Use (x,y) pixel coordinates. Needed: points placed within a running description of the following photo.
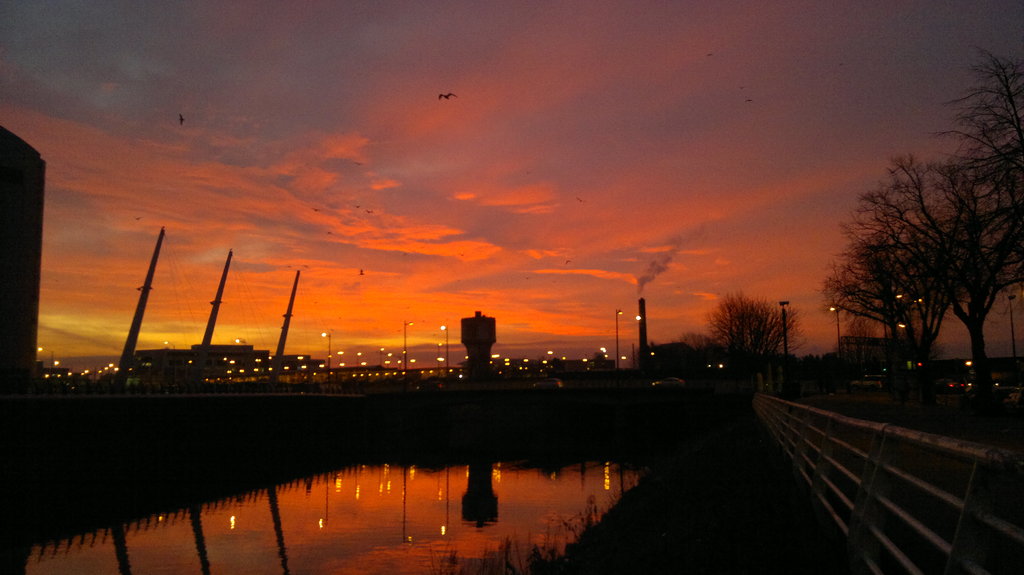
This image is clicked outside. There are trees (997,176) on the right side (760,305). There are buildings (252,371) in the middle (668,347). There is sky (511,305) at the top (479,142). There is water (259,517) at the bottom (206,528).
